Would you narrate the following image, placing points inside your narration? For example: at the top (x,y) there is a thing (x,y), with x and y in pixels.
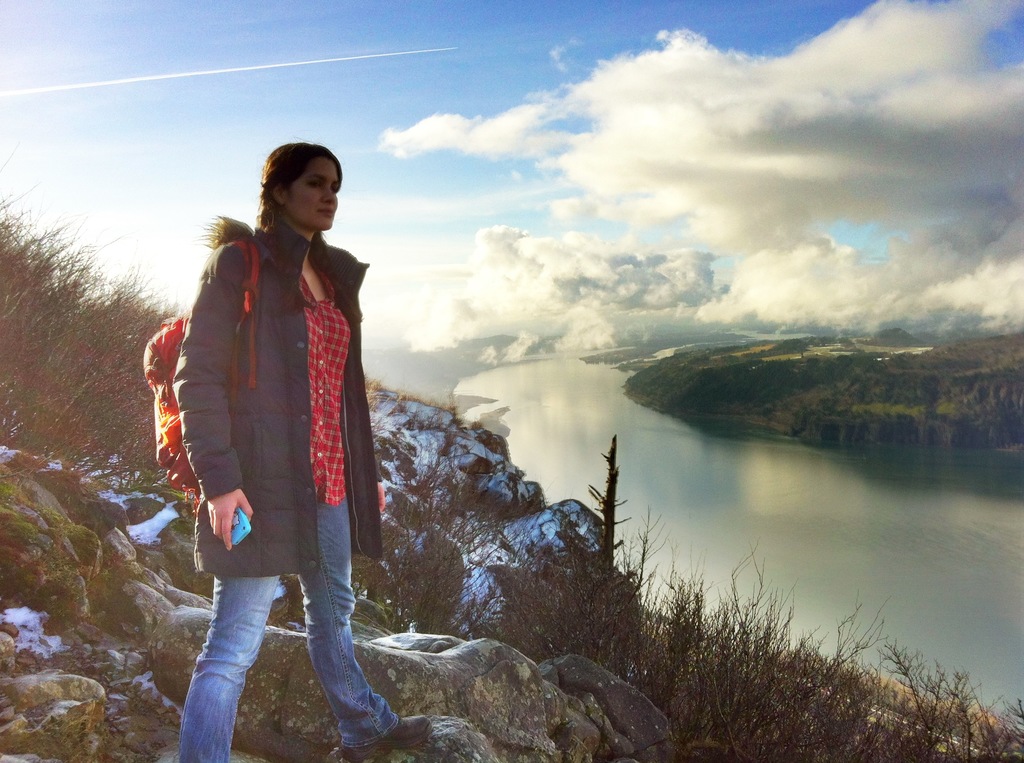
In this image I can see a woman (290,151) is standing on a mountain (320,719). In the background (848,589) I can see plants (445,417), water (750,479), trees (858,412) and the sky (684,252). This image is taken may be during a sunny day.
